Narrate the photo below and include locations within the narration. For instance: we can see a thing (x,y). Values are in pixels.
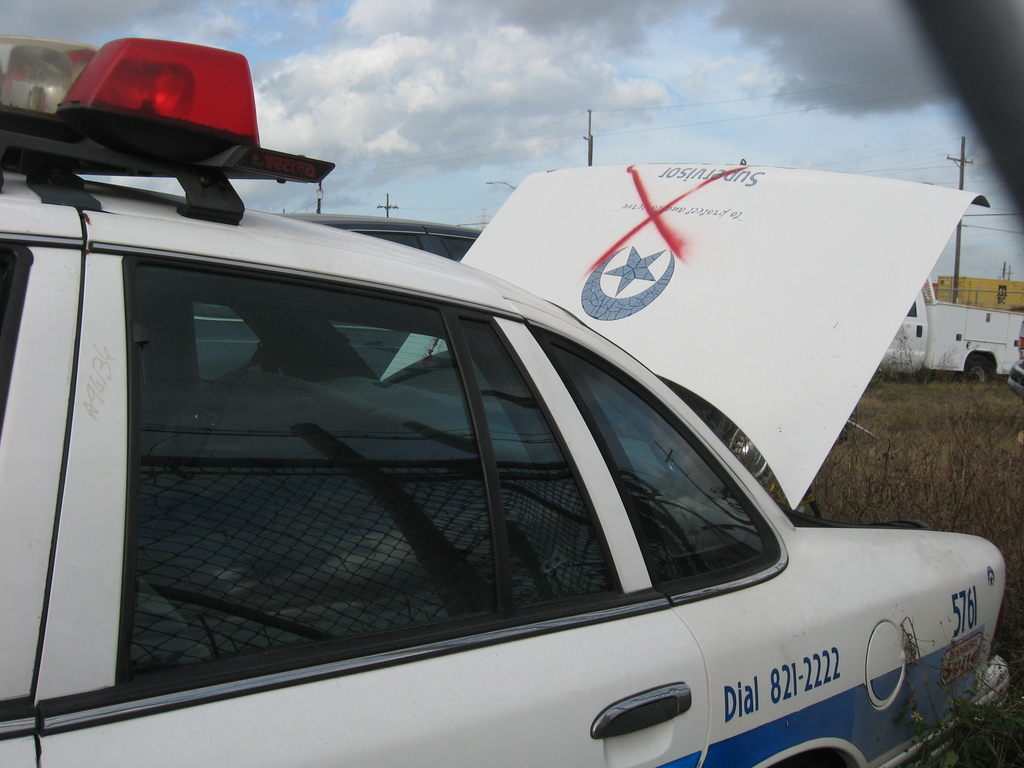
In this image we can see a car (627,440) and electric poles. There are some plants (867,424) on the surface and a cloudy sky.
